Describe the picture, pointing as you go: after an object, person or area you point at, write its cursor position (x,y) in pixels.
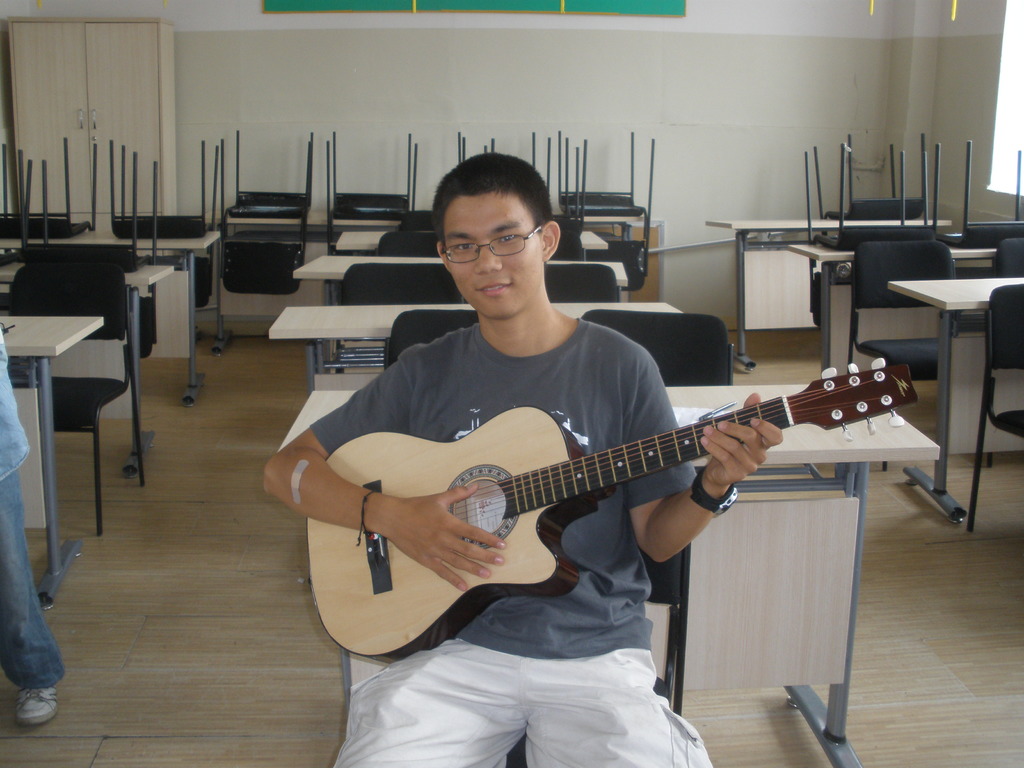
There is a man (561,358) with the grey t-shirt (596,383) is sitting and playing guitar (537,490). Behind him there are many tables (323,321) and many chairs (914,241). To the left corner (54,108) there is a cupboard (114,102).
